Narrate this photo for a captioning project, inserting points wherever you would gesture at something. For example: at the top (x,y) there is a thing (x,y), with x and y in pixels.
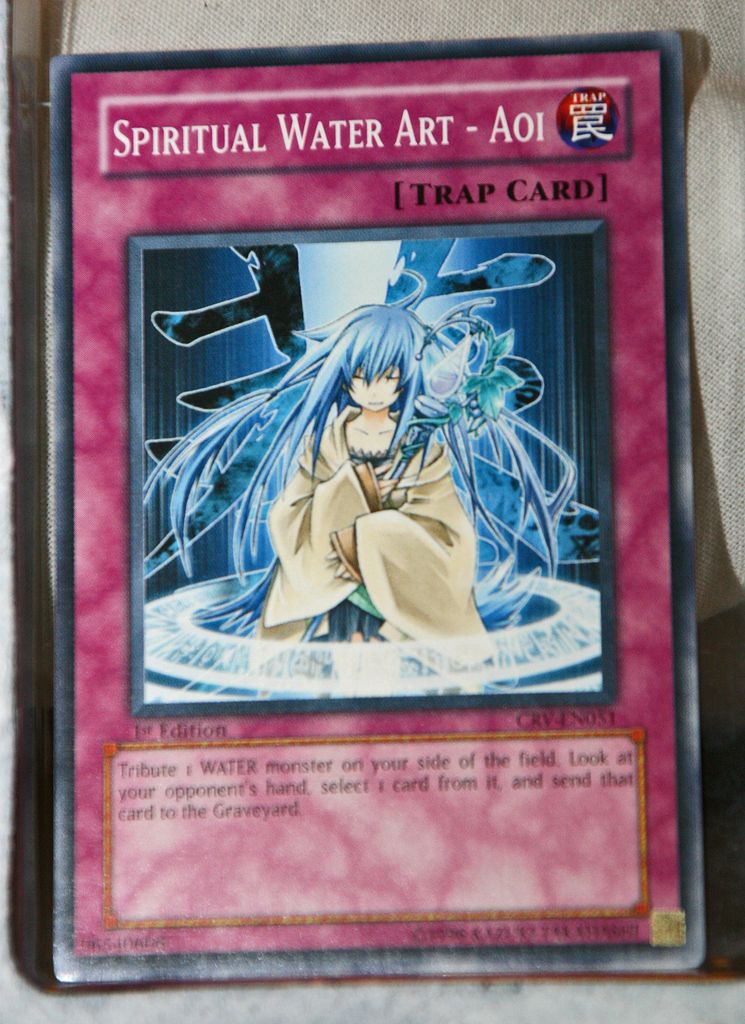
There is a card (613,610) in which, there is an animated image (538,317) which is having a woman (391,326) who is holding a stick (490,338). Background of this card (162,202) is pink in color. And there are texts (388,764) on this card (645,211).
